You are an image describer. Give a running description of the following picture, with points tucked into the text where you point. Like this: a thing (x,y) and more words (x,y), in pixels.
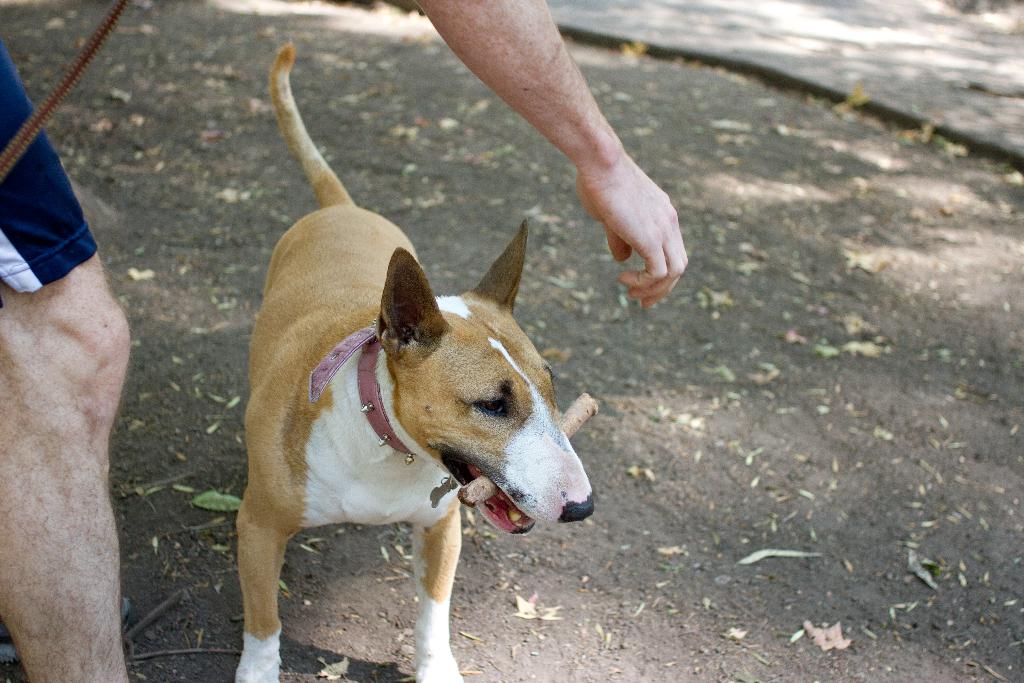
In this picture I can see there is a dog (563,485) and it is holding a stick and there is a man (70,506) standing on to left (25,270), he is wearing shorts (35,237) and there is soil (763,331) and there are leafs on the floor (752,416).
